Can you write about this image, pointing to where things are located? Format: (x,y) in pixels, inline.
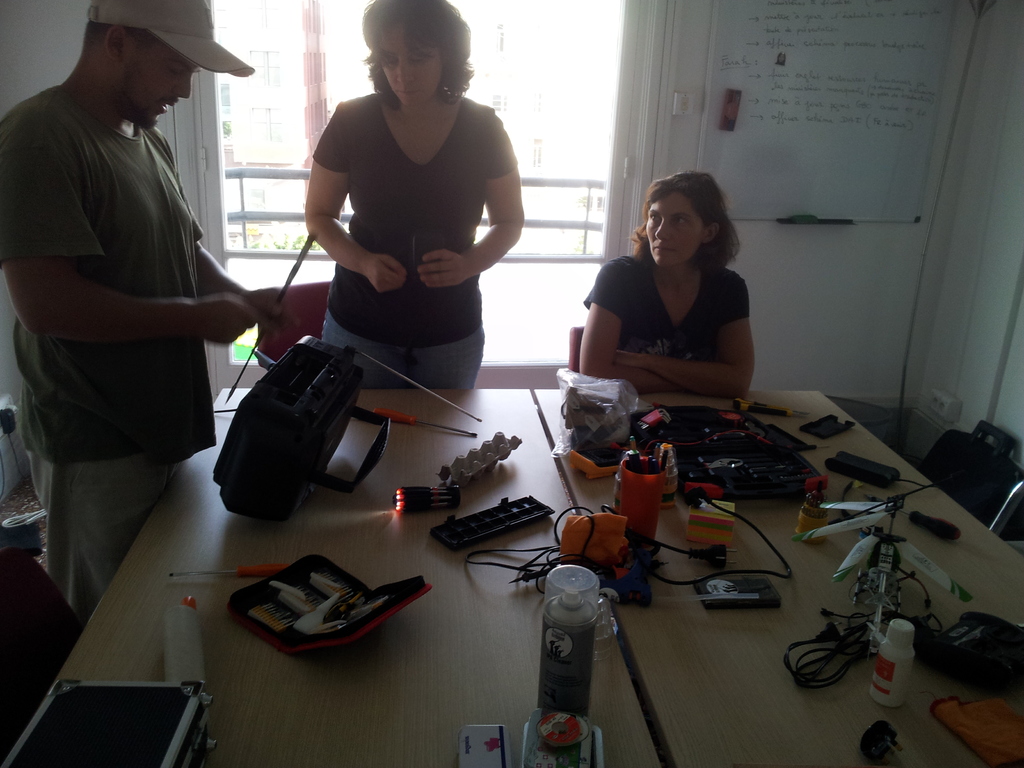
In this image I can see two persons (181,246) standing and a person (615,290) is sitting. I can see a table (490,655) in front of them and on the table (513,667) I can see few tools (400,505), few wires (532,576) and a black colored machine (302,435). In the background (815,387) I can see the wall (877,293), a paper (873,145) attached to the wall (830,281) and a window (349,61) through which I can see another building (325,58).
